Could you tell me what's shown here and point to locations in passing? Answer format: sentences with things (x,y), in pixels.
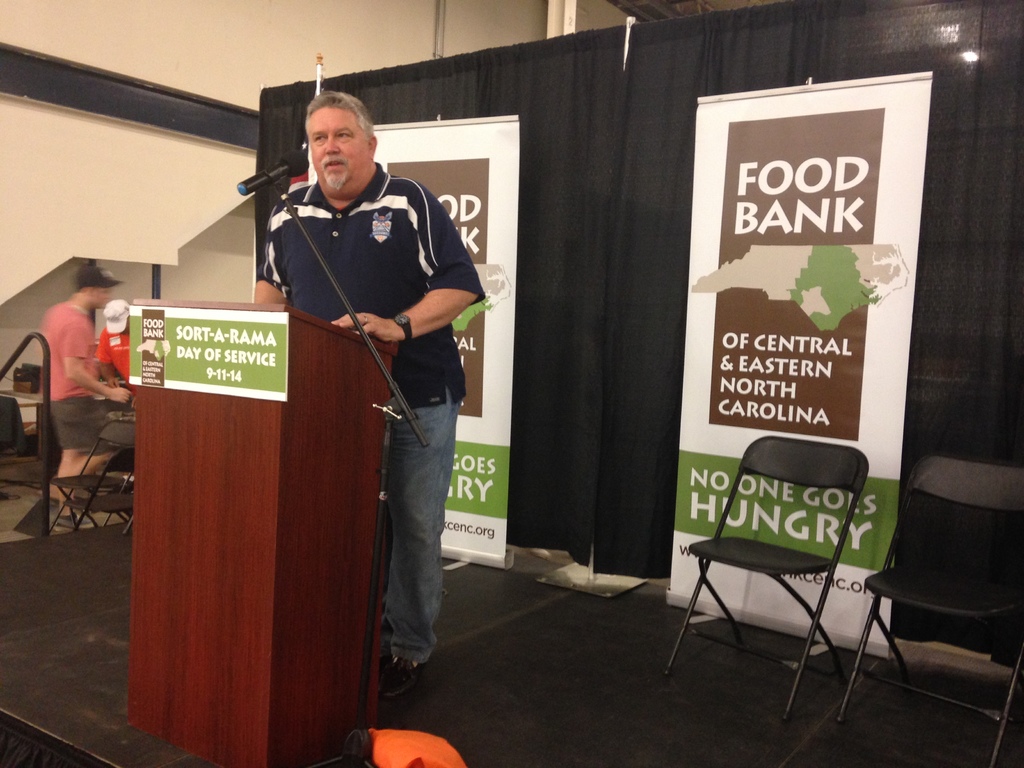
In this image a person (302,264) wearing a blue shirt (317,300) is standing behind a podium (283,424) having a mike stand (385,464) beside it. Podium (344,575) is on the stage (566,589) having few banners (900,420) and chairs (710,589) on it. Beside the stage (12,554) there are few chairs (116,496) and few persons (68,450) are standing on the floor (19,470). Behind them there is wall (134,144).
